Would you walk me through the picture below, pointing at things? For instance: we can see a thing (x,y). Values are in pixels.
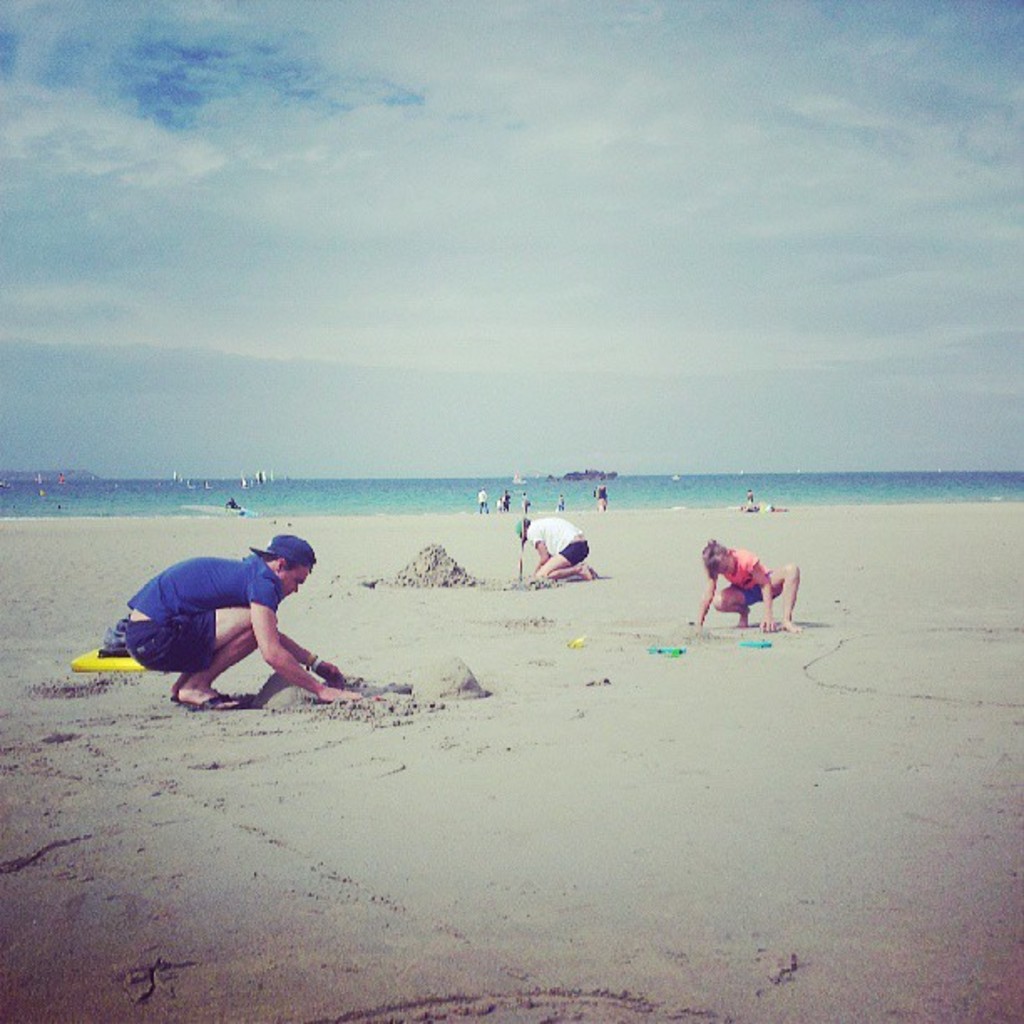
In the image there is a sea (366,501) and there are three people (270,629) playing with the sand (554,605) beside the sea (145,504) and few people (502,499) were standing at the sea shore (238,530). In the background (440,164) there is a sky (485,294).
